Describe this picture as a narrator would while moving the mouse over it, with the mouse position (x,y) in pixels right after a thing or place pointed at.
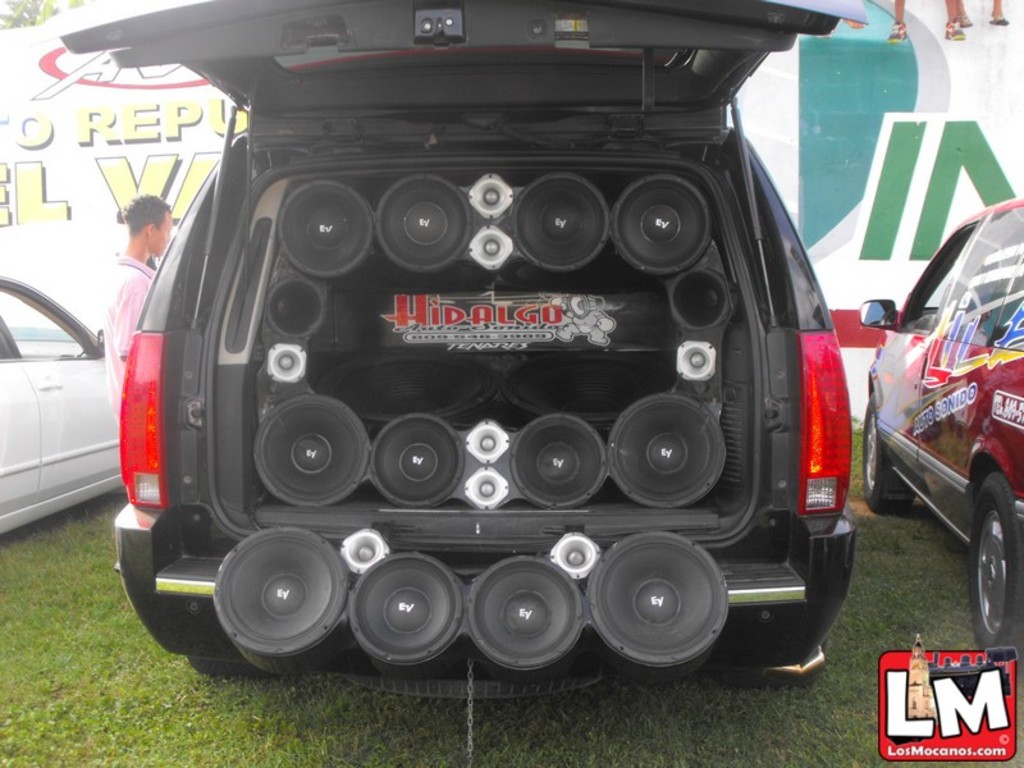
In this picture we can see vehicles (916,448), speakers (321,452) are there. On the left side of the image (156,200) a man (123,316) is standing. In the background of the image (80,187) there is a board (977,143). At the bottom of the image (336,690) grass (369,702) is there.
